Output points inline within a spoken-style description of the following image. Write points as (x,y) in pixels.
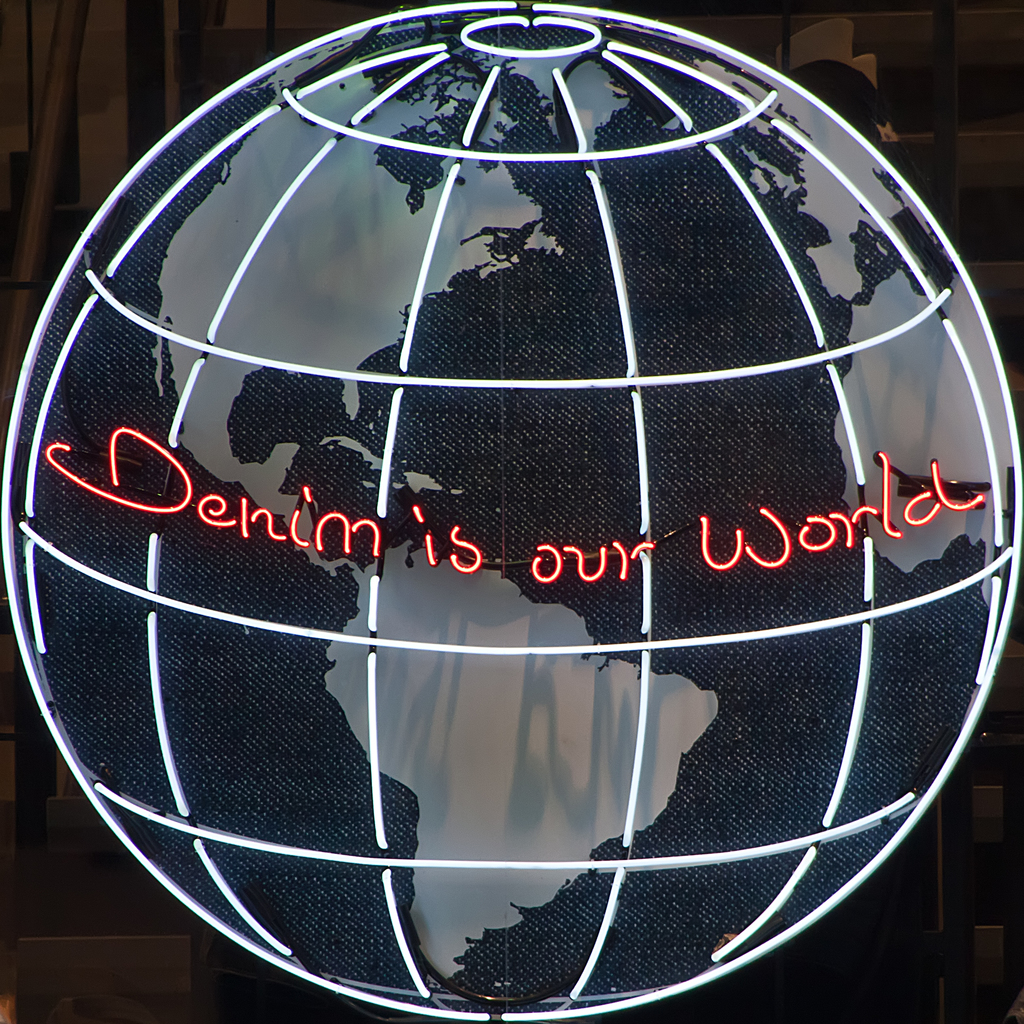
In this image I can see the LED sphere (758,346) and I can see something is written on it and I can see the dark background (120,94).
